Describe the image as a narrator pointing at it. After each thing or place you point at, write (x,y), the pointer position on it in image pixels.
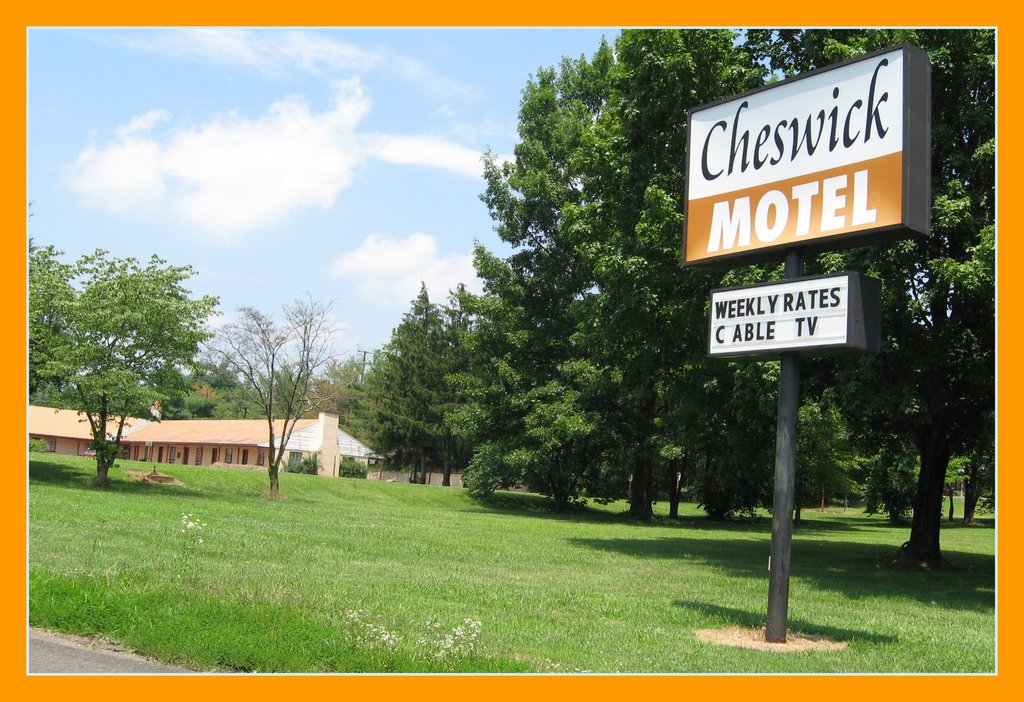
In the image we can see, grass (509,568), pole (788,436), board (815,220), trees (513,367), road (69,638), building (196,420) and cloudy pale blue sky (158,204). We can even see orange border (41,694).
